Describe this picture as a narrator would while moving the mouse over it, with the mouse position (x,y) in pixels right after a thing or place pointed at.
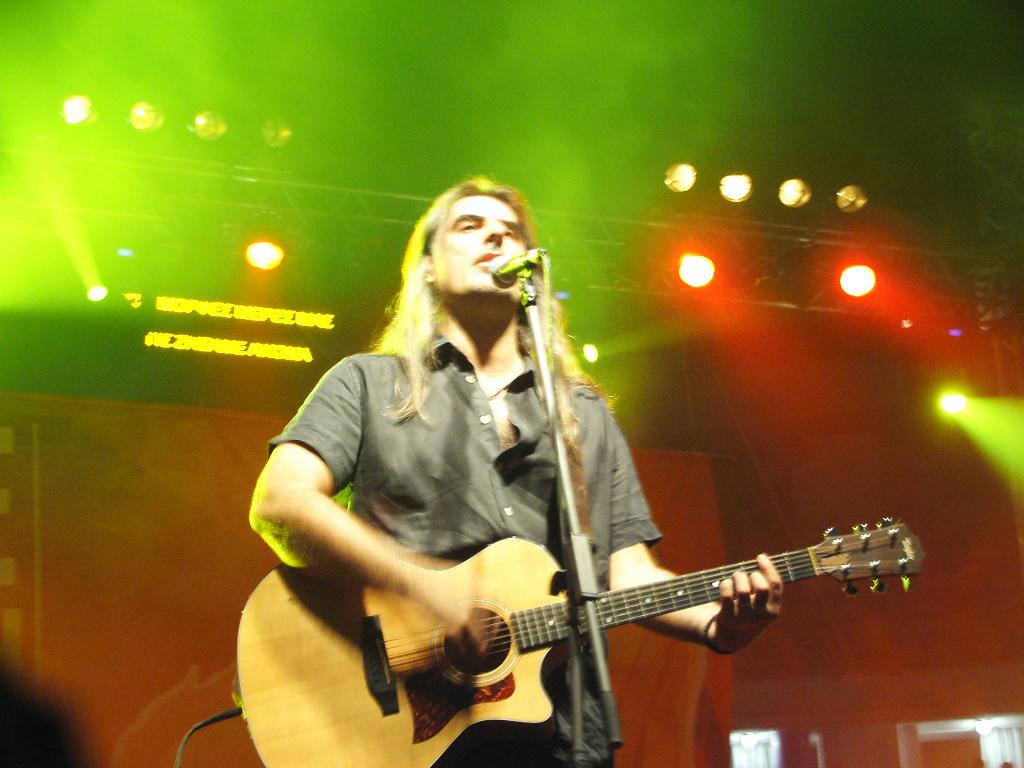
In this image the man (564,420) is standing and playing a guitar (696,592). There is mic (506,265) and a stand (587,543). At the back side (255,262) there is a light (262,247).
